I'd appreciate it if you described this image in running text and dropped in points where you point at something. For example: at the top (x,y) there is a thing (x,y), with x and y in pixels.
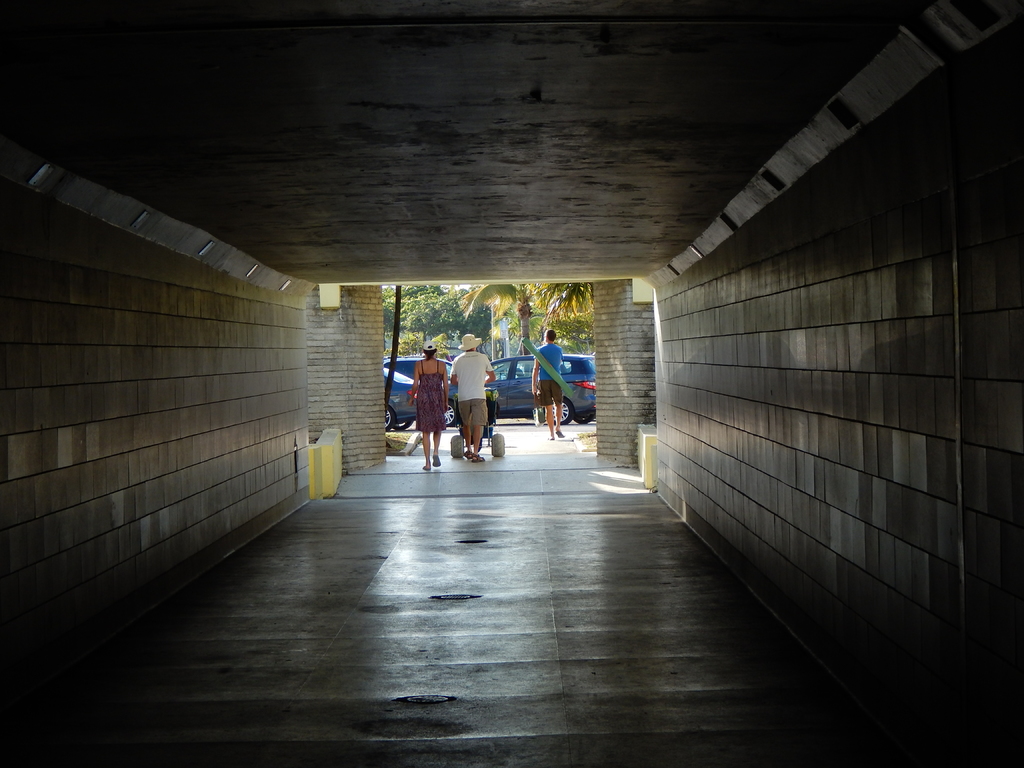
In the picture I can see the subway (808,635). I can see three persons (441,384) walking on the floor (538,447) and I can see a man (464,359) pushing a beach cart (485,422). In the background (531,389), I can see the cars (520,389) and trees (575,314).
